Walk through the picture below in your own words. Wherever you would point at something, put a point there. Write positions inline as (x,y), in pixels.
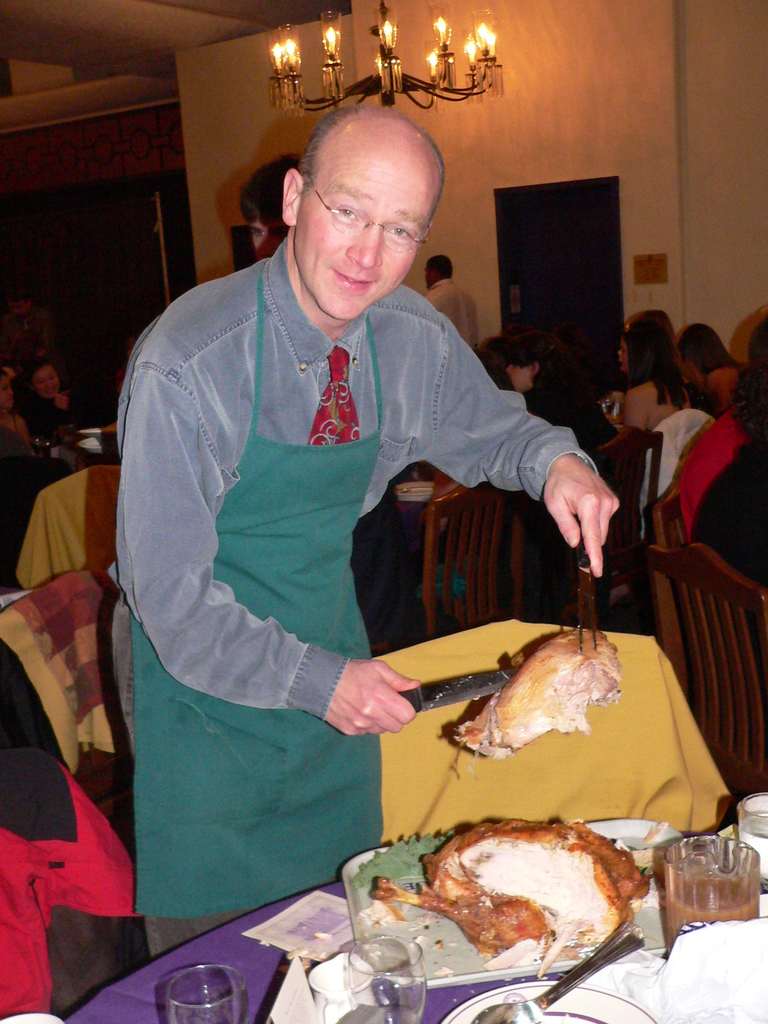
In this image we can see a man (304,693) standing and holding cooked meat (569,673) by the help of knife (418,699) and fork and a table (262,958) is placed in front of him. On the table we can see cooked meat (465,914) on the tray (401,926), glass tumblers (378,983) and cutlery (582,979). In the background (378,95) we can see chandelier (387,31), persons (609,435) sitting on the chairs (614,444) and walls (449,184).
